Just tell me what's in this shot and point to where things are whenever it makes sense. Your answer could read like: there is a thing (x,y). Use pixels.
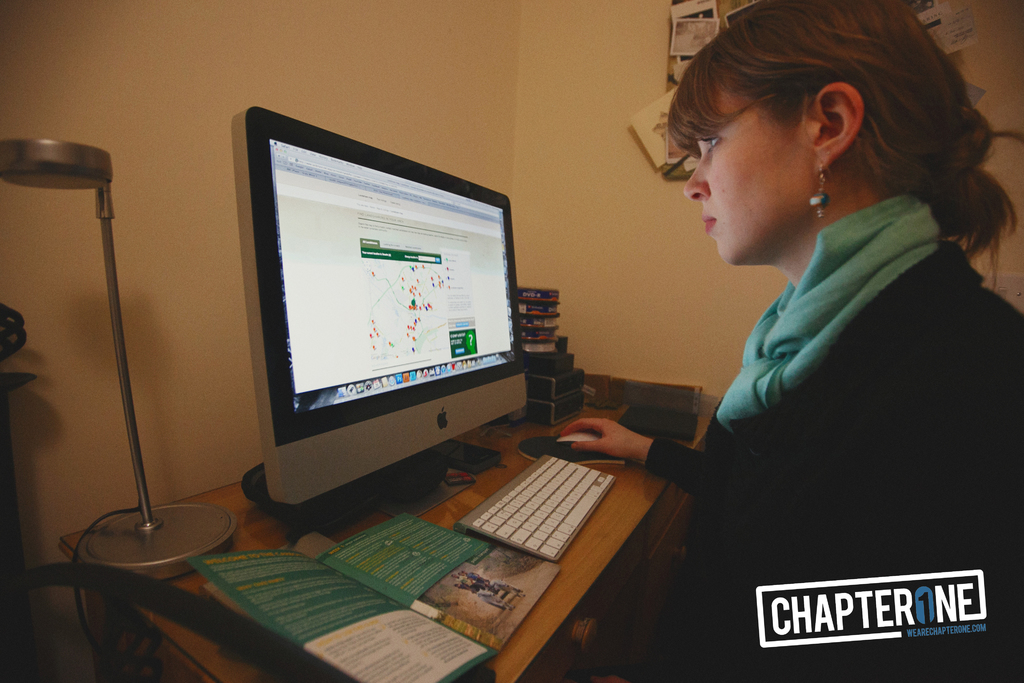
This image consists of a woman (853,440) wearing a black dress (871,352) and a blue scarf (823,333). In front of her, there is a computer (457,427) along with keyboard (559,550) and a mouse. And we can see a lamp (153,528) along with a book (470,610) on the table (437,515). In the background (561,171), there is a wall (529,136) on which there are some photographs (660,134).
